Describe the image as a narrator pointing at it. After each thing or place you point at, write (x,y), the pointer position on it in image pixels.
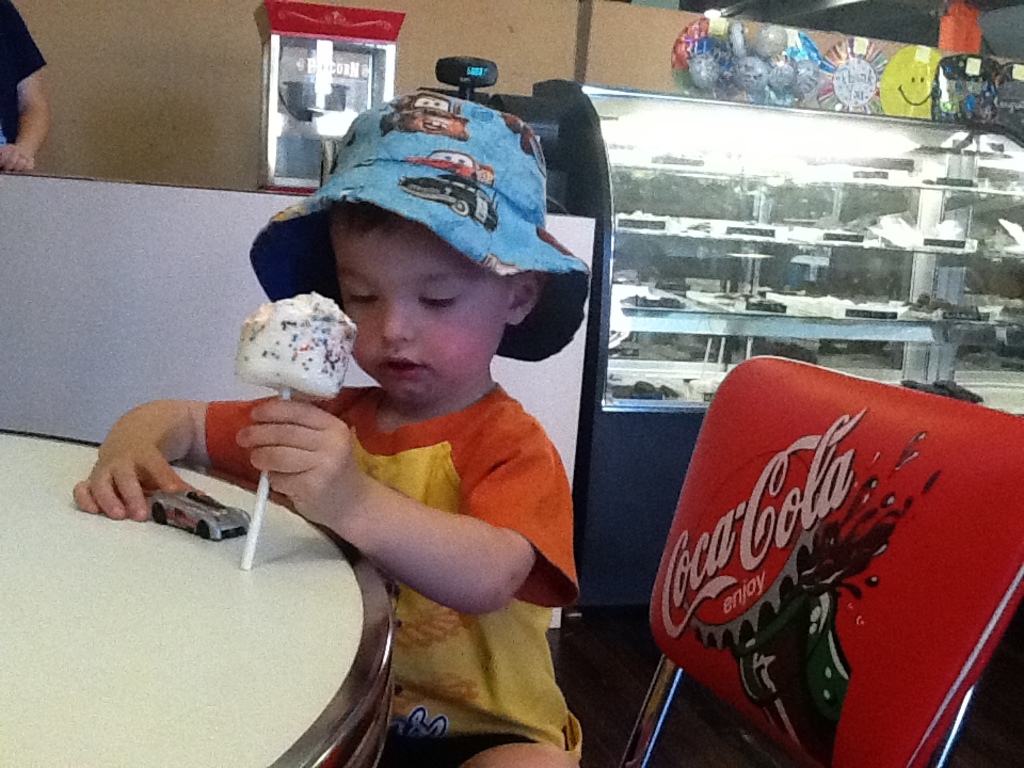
In this picture I can see a boy (357,514) holding a candy (262,496) in one hand (297,505) and a small toy car (197,532) in another hand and I can see a chair (703,546) and a table (133,699) and I can see a glass box (765,312) and few balloons (984,100) and looks like a human (36,110) standing on the top left corner of the picture (17,39) and the picture looks like a store (182,285).
